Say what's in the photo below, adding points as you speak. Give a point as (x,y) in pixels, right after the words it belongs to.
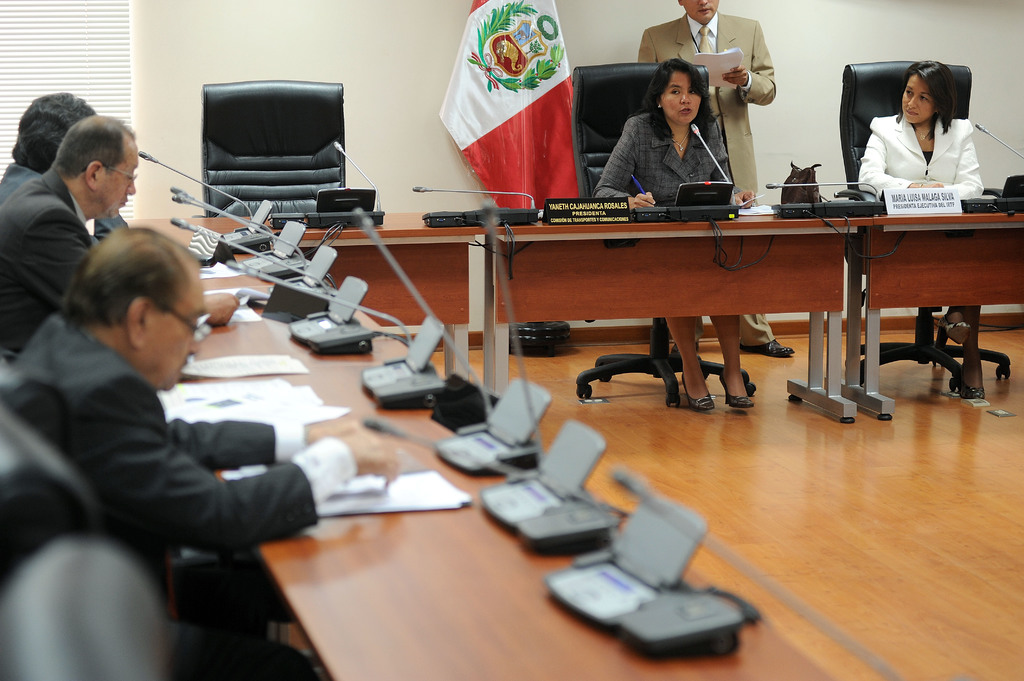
In this picture there is a woman (666,183) who is sitting on the chair (598,158). Beside her we can see a man (743,74) who is holding a papers (721,64). On the right (942,178) there is another woman (883,145) who is wearing white blazer (942,159). On the left (55,148) there are three men (96,256) were sitting near to the table (344,615). On the table (441,590) we can see a mic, papers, pens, cables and other objects (282,257). At the top (488,85) there is a flag (481,74). In the top left corner (37,43) there is a window blind (37,43).
